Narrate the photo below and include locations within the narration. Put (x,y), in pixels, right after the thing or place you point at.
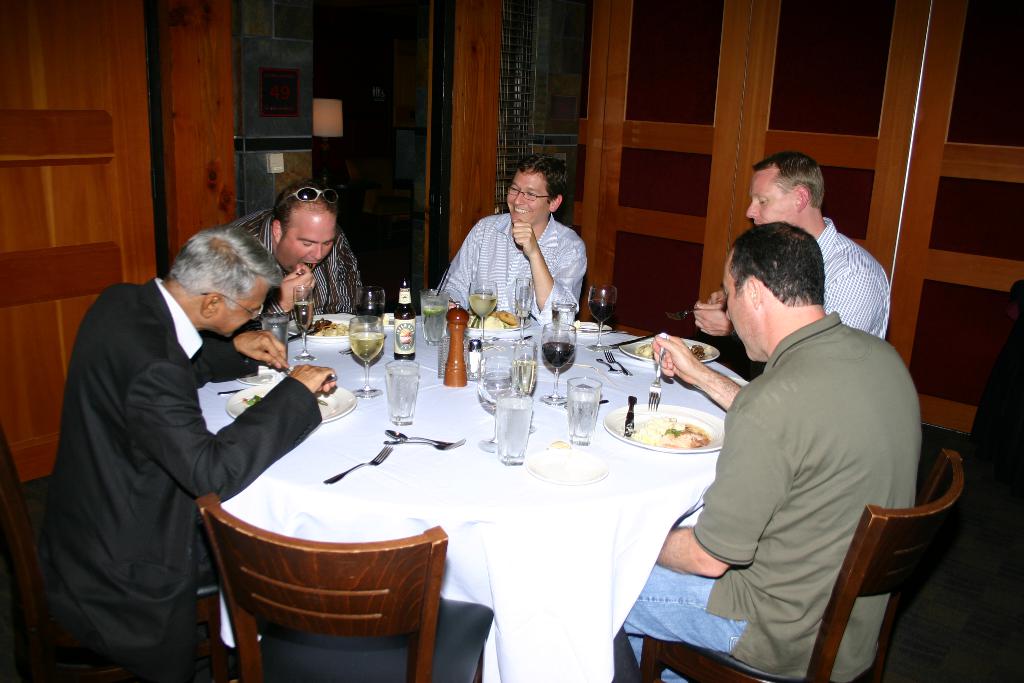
In this image I see 5 men (784,671) who are sitting on the chairs (213,620) and there is a table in front and there are lot of glasses (568,309) and plates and food (316,326) in it.
